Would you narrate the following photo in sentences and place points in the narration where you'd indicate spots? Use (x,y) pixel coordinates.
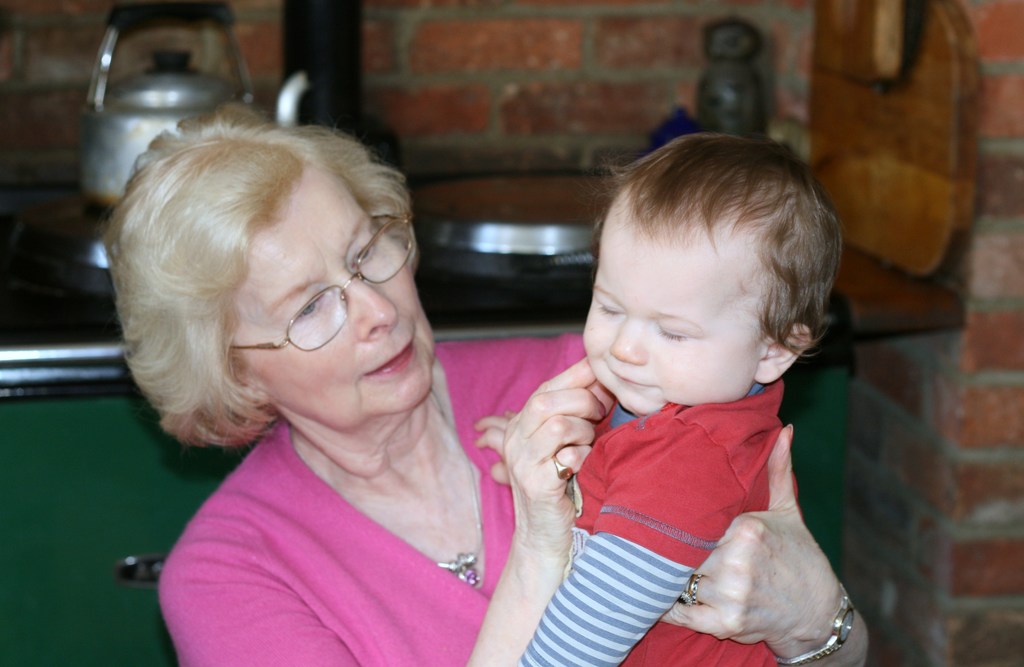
In this image we can see a lady (378,410) carrying a kid (599,421), behind her there is a teapot (177,118), plate (472,234), and a bottle (748,78) on the kitchen slab (489,333), also we can see the brick wall (992,204), wooden board (865,145), and closet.
